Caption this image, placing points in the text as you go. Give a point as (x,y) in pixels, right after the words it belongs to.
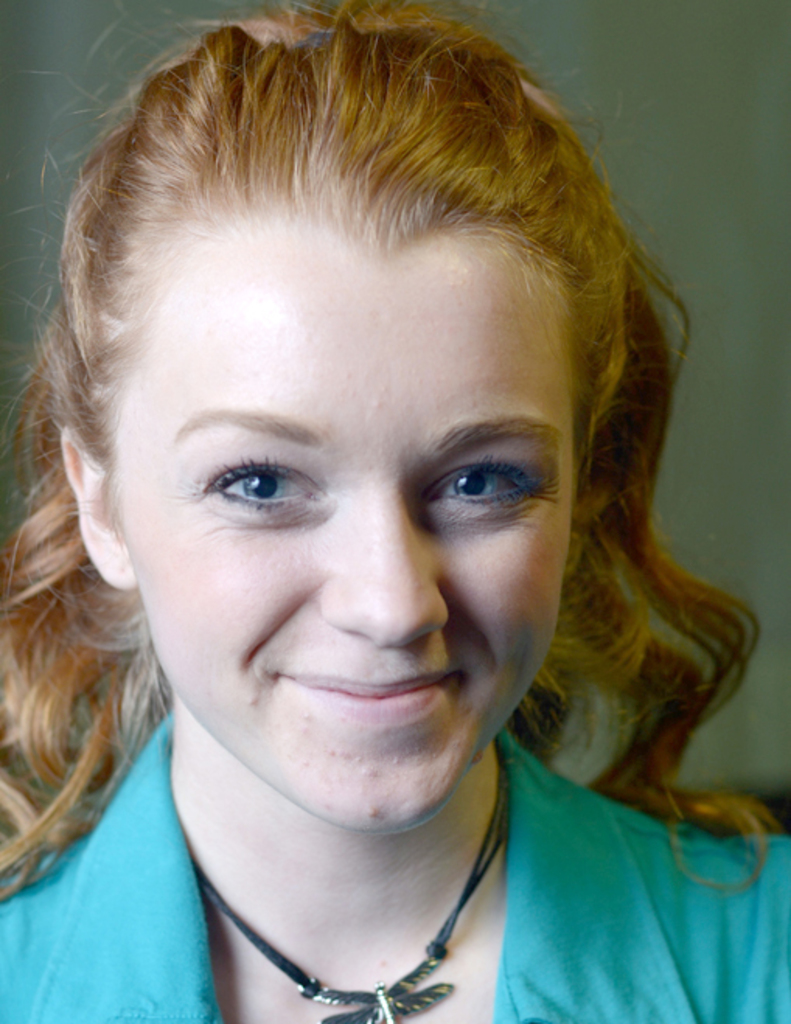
In this image I can see the person (437,858) and the person (520,897) is wearing blue color shirt (595,942) and I can see the grey color background (653,173).
